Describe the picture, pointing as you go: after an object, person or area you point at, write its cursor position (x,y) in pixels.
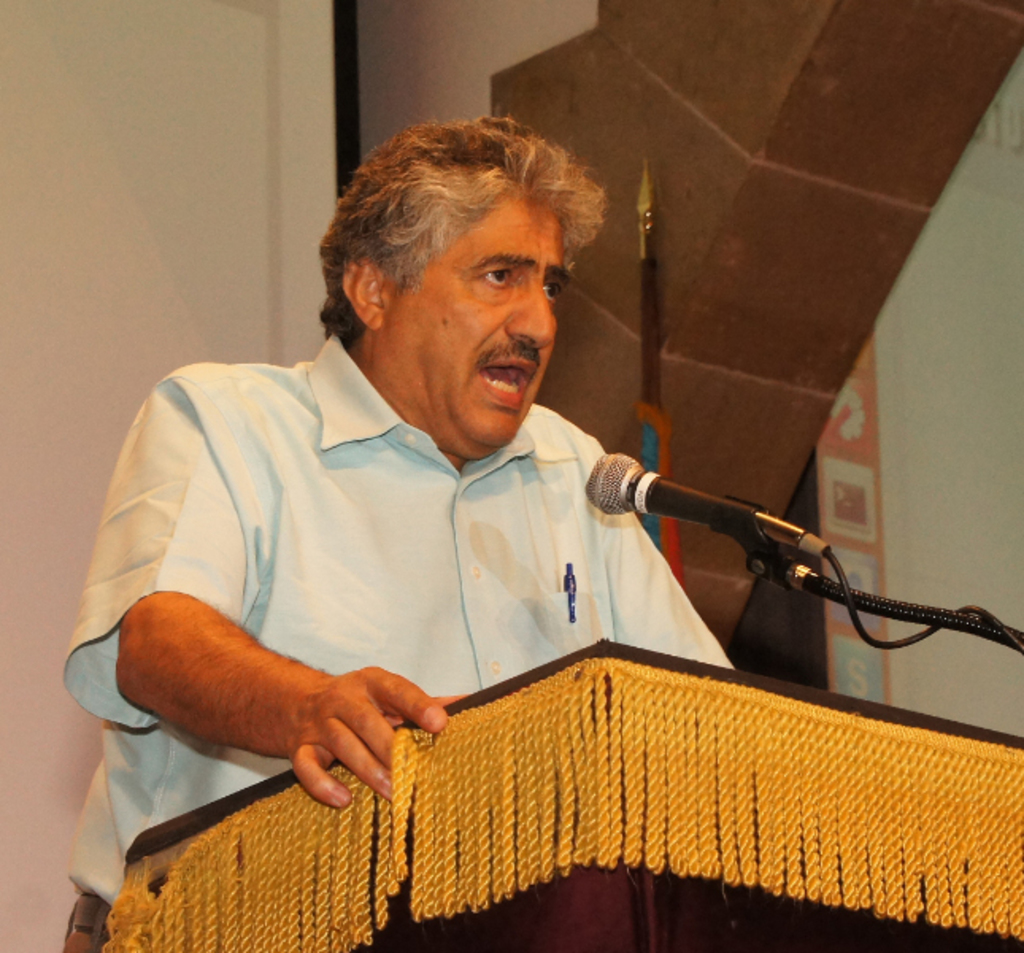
In this image we can see a man (460,653) standing at the podium (673,790) and mic (673,510) is fixed to it. In the background (717,125) there are walls (634,167).
